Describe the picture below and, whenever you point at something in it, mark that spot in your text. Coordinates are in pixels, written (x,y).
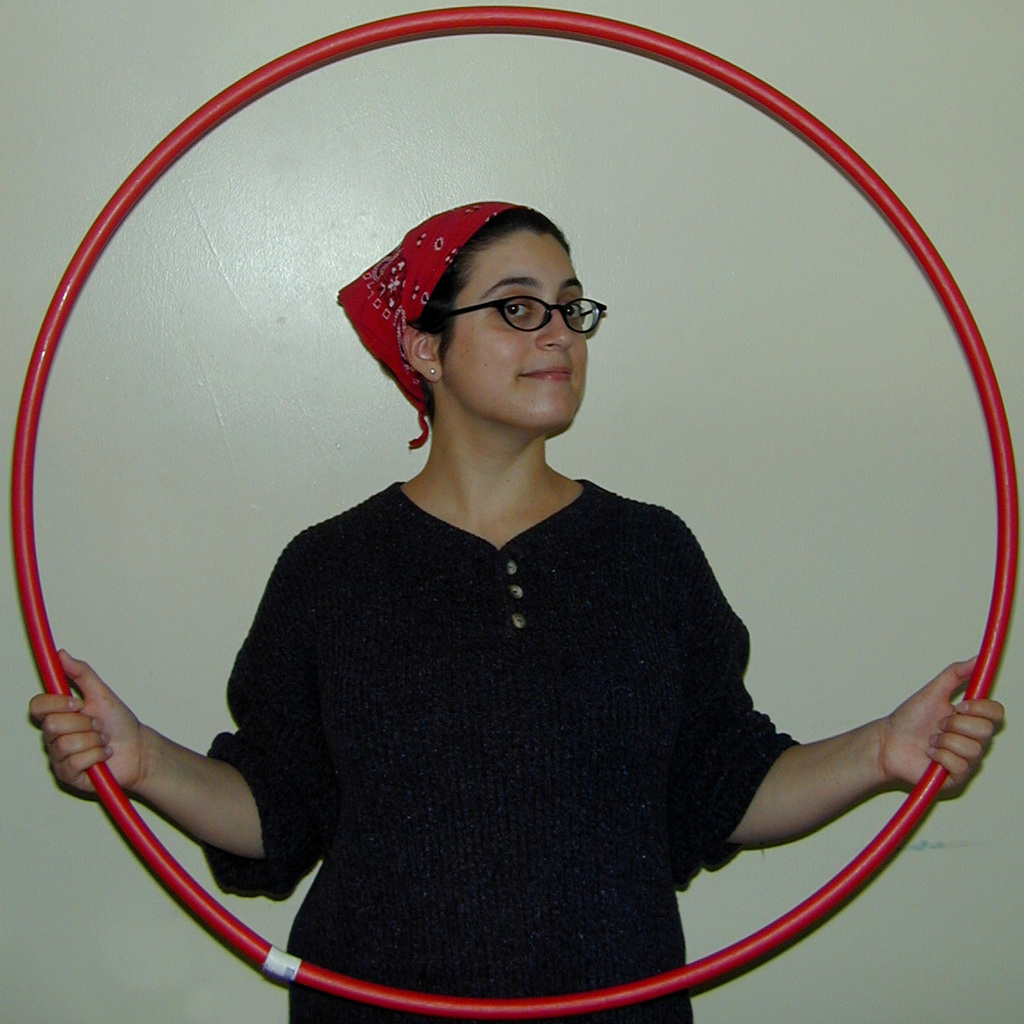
In the image there is a woman (470,229) standing and holding a ring (198,136), behind her there is a wall (352,187).
